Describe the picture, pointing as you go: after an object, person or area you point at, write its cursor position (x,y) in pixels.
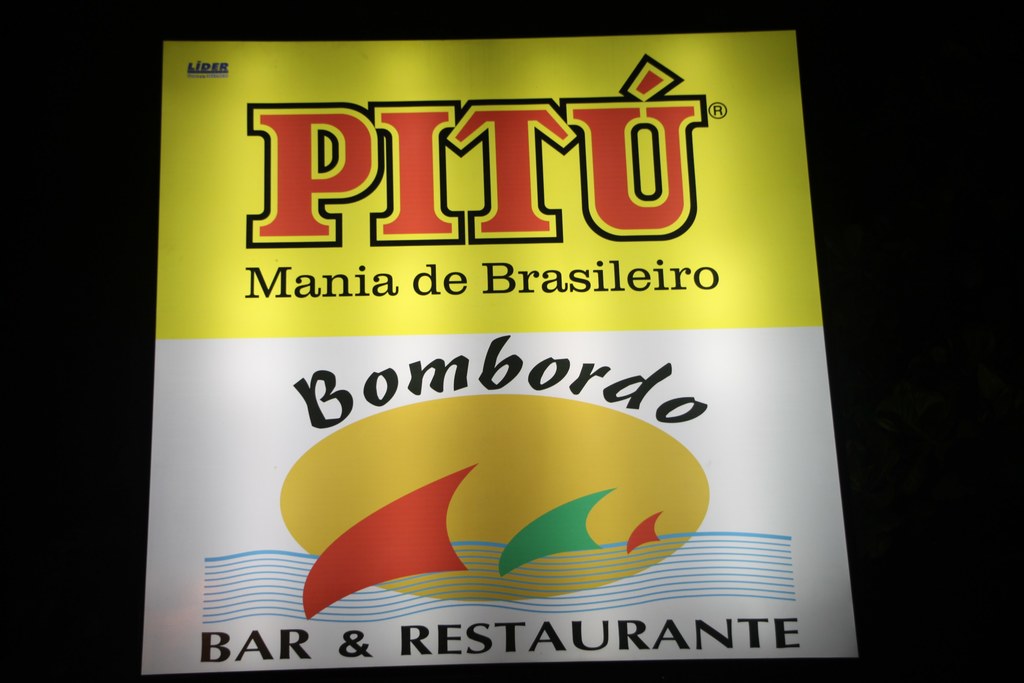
There is a poster (304,173) with something written on that. In the background (58,244) it is dark.
